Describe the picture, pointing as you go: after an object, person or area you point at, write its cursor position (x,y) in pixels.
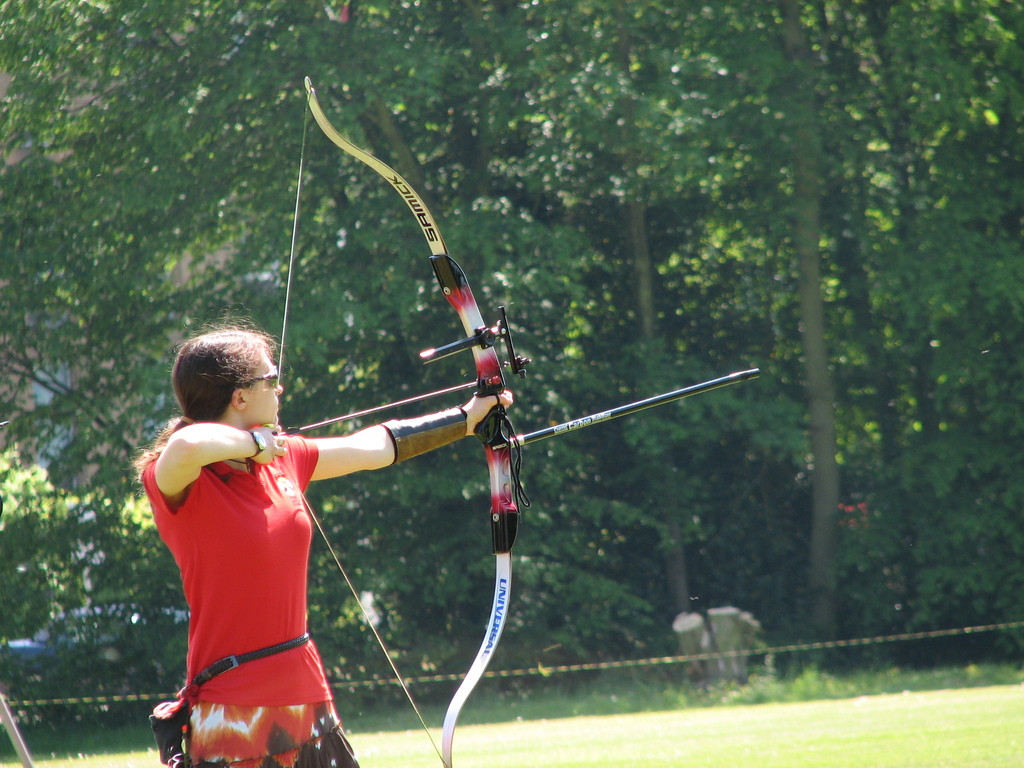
In this image we can see a woman (228,534) is shooting by using recurve bow (494,428) and arrow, she is wearing red color dress (224,567). Behind her so many trees (671,216) are there and the land (785,740) is full of grass (889,744).
